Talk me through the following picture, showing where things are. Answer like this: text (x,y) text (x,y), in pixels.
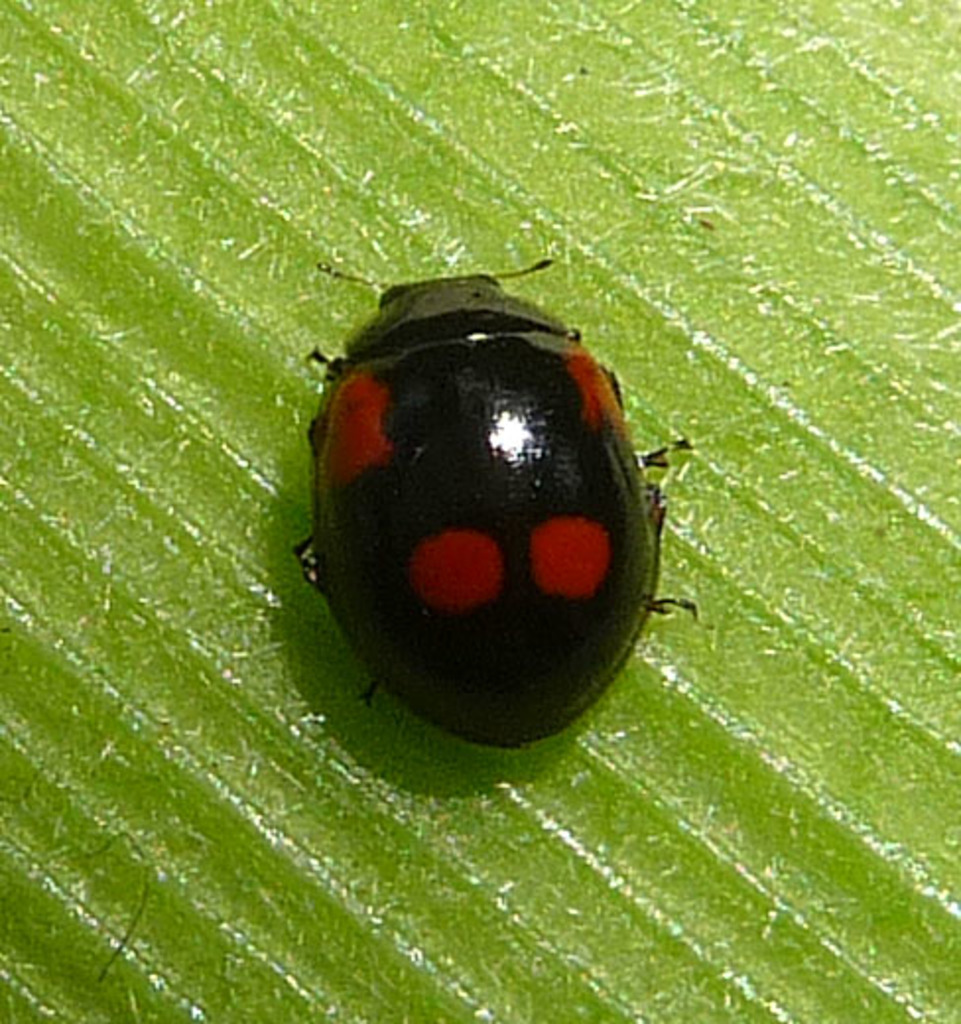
In this image I can see an insect (448,589) which is in red and black color. And there is a green color background (37,185).
